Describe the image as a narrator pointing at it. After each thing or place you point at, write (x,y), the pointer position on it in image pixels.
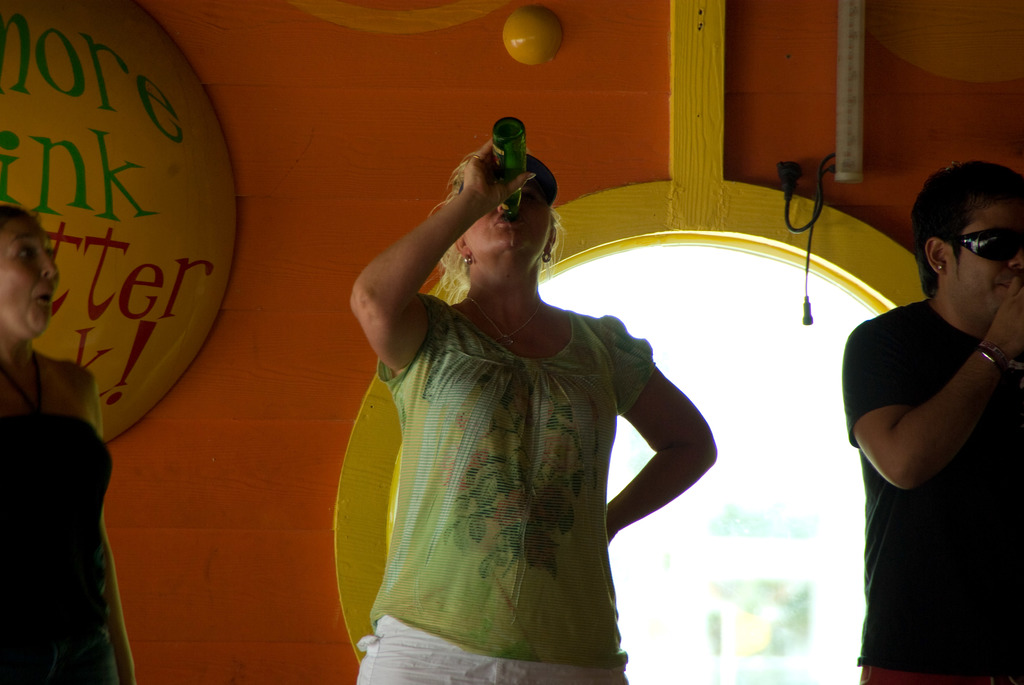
In this picture we can see three people (592,514) and one woman (580,459) is holding a bottle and in the background (302,523) we can see a wall (314,439) and some objects (347,541).
